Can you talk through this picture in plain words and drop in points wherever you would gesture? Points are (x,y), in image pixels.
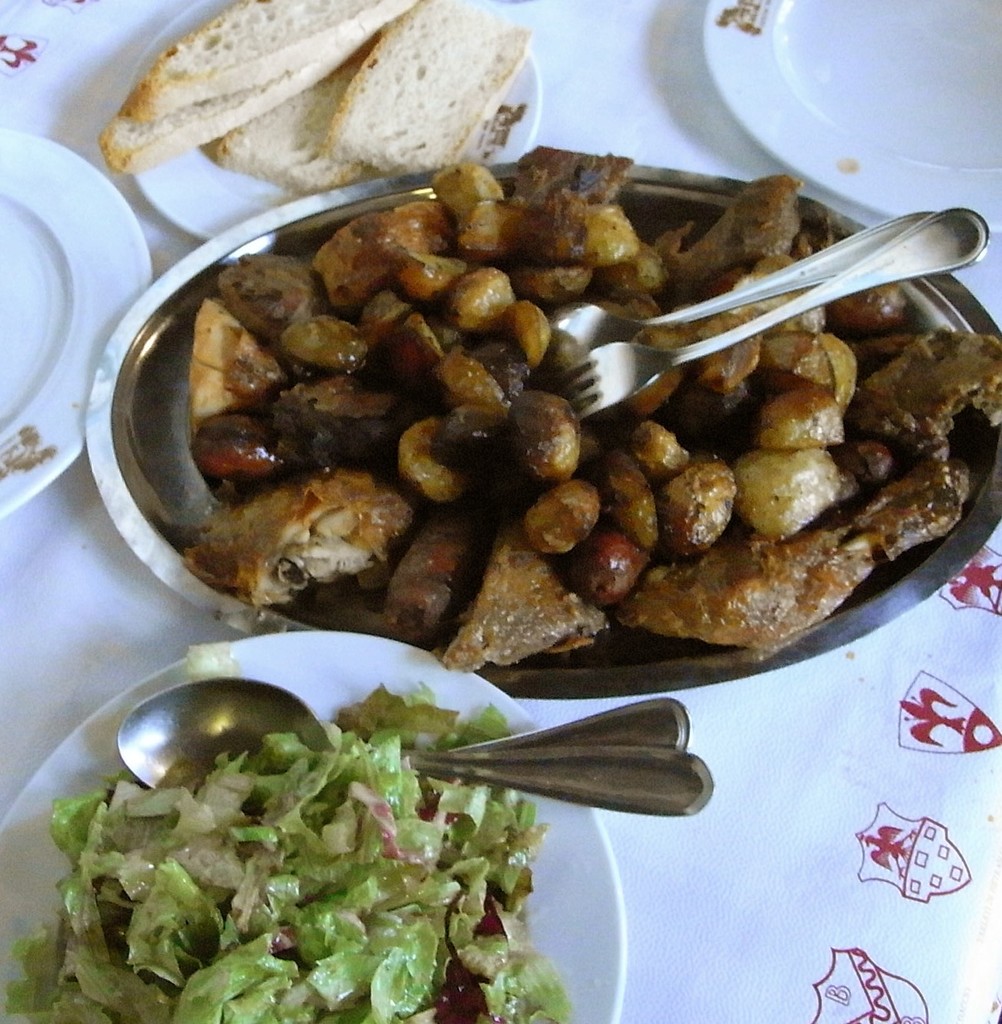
Here in this picture we can see a table (696,167), on which we can see number of plates (4,294) with food items (297,525) and vegetables (346,794) and bread slices (348,100) present on it and we can also see spoons (265,729) and forks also present.
